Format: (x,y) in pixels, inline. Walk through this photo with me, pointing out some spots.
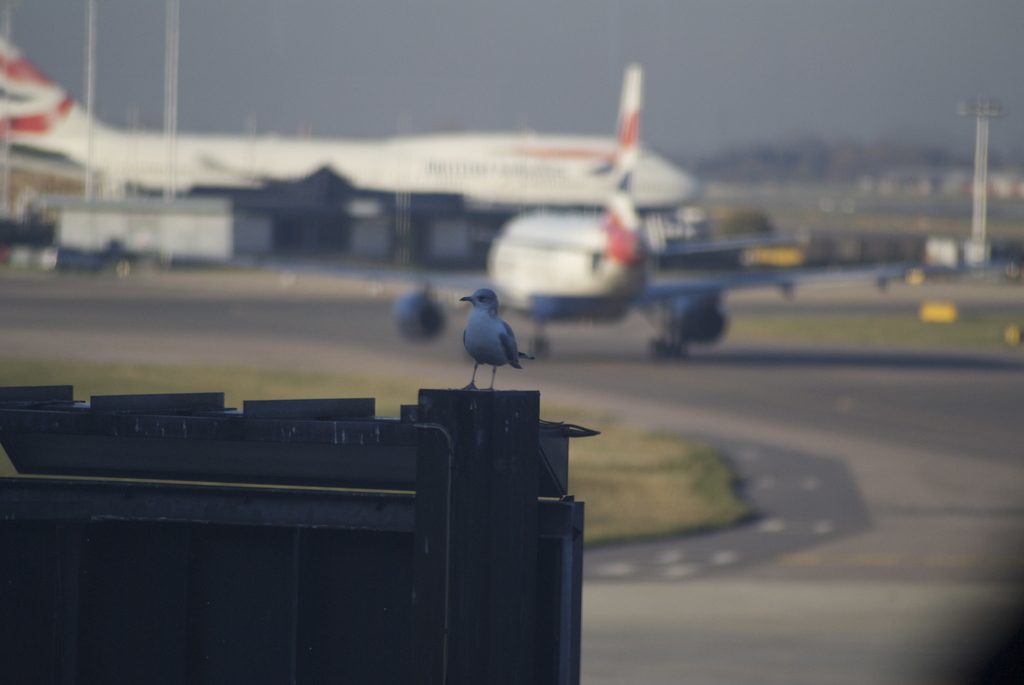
There is one bird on an object (435,440) as we can see at the bottom of this image (480,543). There are airplanes (515,261) in middle of this image (599,238). We can see a pole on the right side of this image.
